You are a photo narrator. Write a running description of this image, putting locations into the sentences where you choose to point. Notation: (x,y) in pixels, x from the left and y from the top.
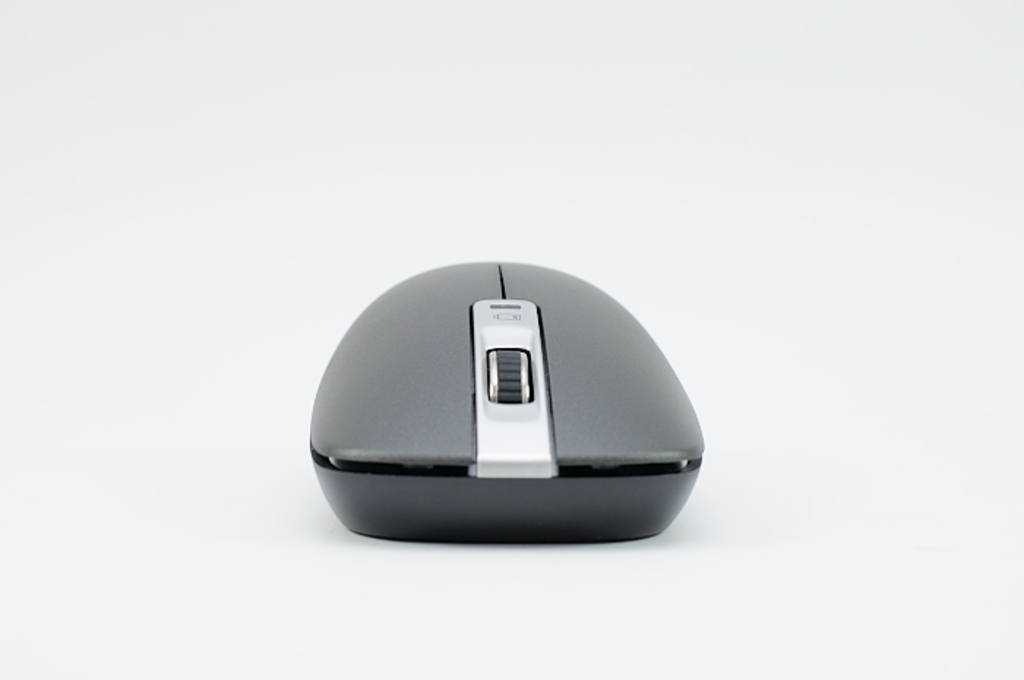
In this picture we can see a wireless mouse (513,516) here, there is a scroll button (510,373) here, we can see left and right buttons (560,402) of the mouse (558,427) here.
